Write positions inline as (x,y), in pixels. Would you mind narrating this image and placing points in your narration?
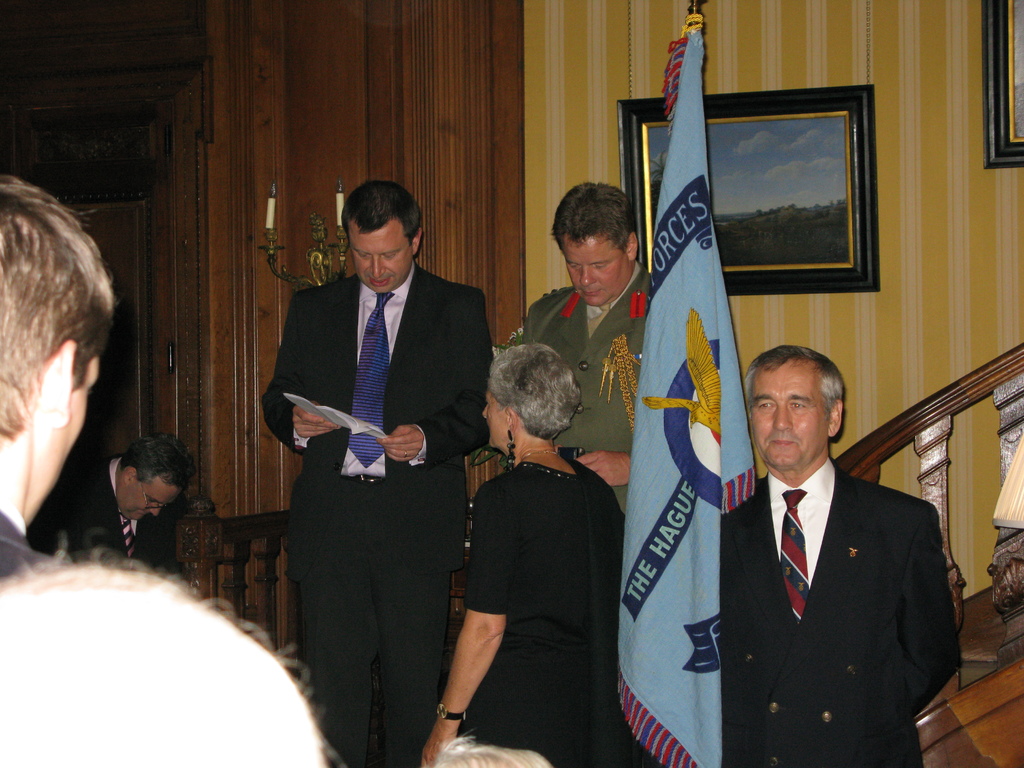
This image consists of few persons (859,665). On the right (859,649), the man (838,643) is wearing a black suit (854,664). Beside him, there is a flag (707,674). Behind him, there are stairs (962,752) along with a railing (915,424). In the background (345,162), we can see a wall (443,156) on which there are frames (790,276). In the middle (551,468), there is a woman (550,621) wearing a black dress (526,646), Beside her, there is a man (353,456) holding a paper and wearing a black suit (350,333).
